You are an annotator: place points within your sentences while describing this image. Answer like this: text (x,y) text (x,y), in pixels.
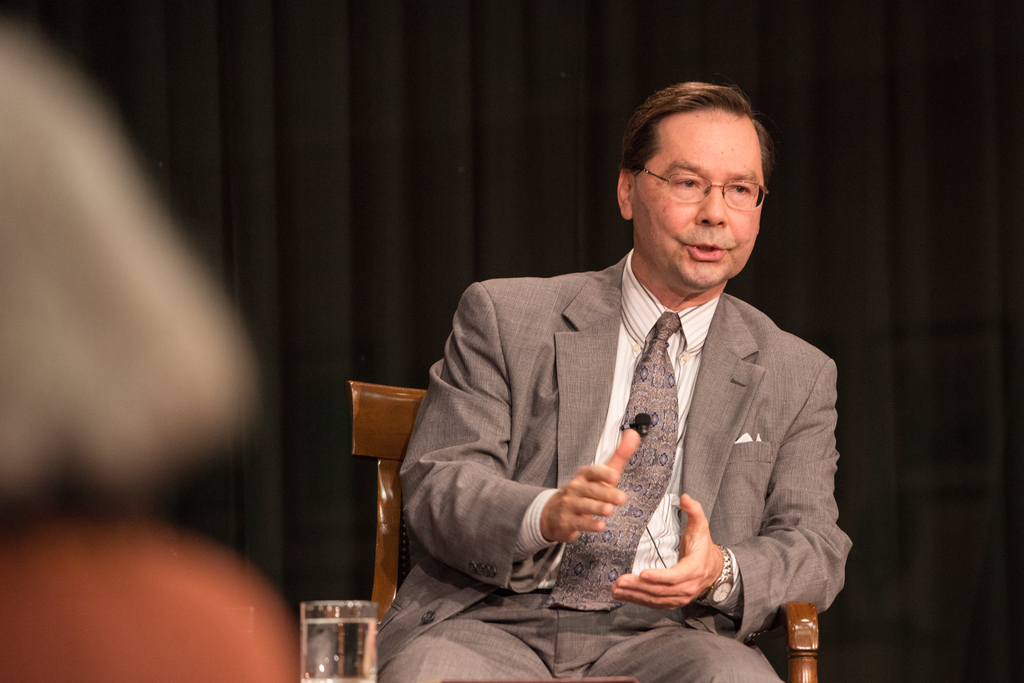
In this image there is a person (552,457) wearing a suit (540,442) and tie (562,573). He is sitting on the chair (381,440). He is wearing spectacles (655,177). Bottom of the image (344,644) there is a glass (326,631) which is filled with water (341,637). Background (586,249) there is a curtain (406,286). Left side of the image (107,284) is blur.
